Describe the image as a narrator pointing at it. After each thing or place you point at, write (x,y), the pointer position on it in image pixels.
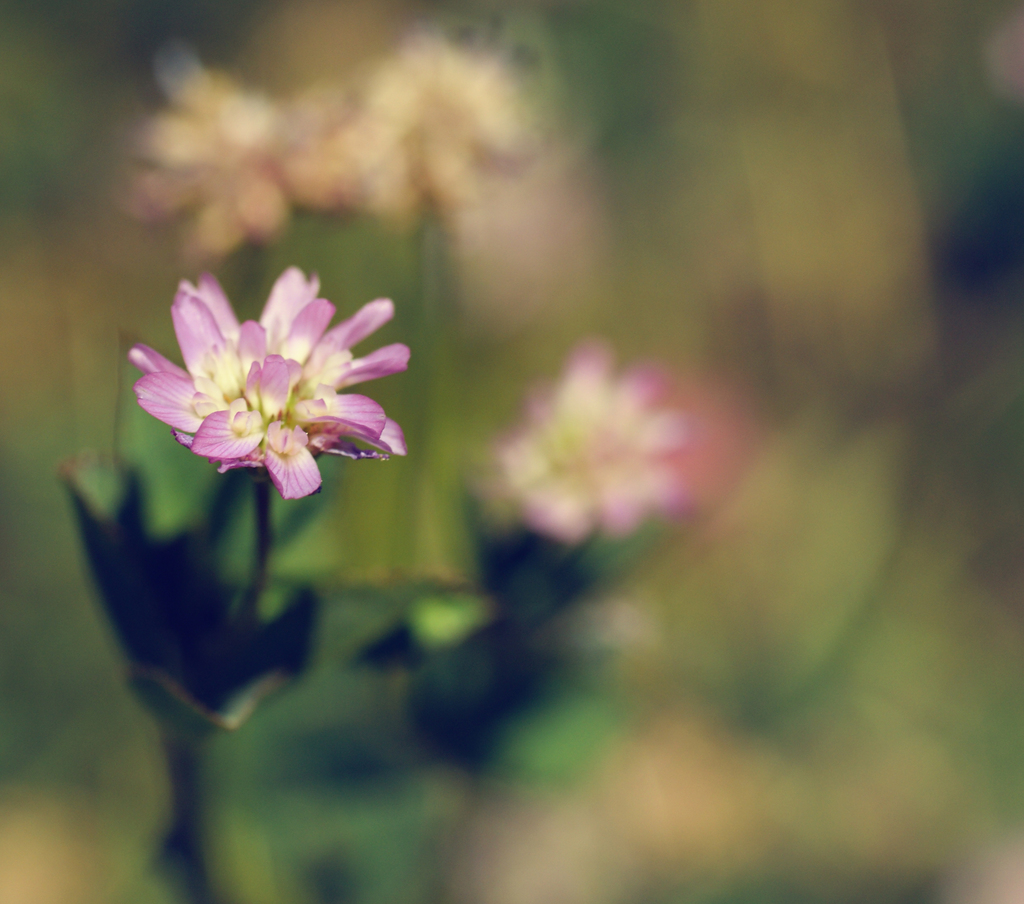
In this image we can see a flower (364,449) of a plant (257,465).
